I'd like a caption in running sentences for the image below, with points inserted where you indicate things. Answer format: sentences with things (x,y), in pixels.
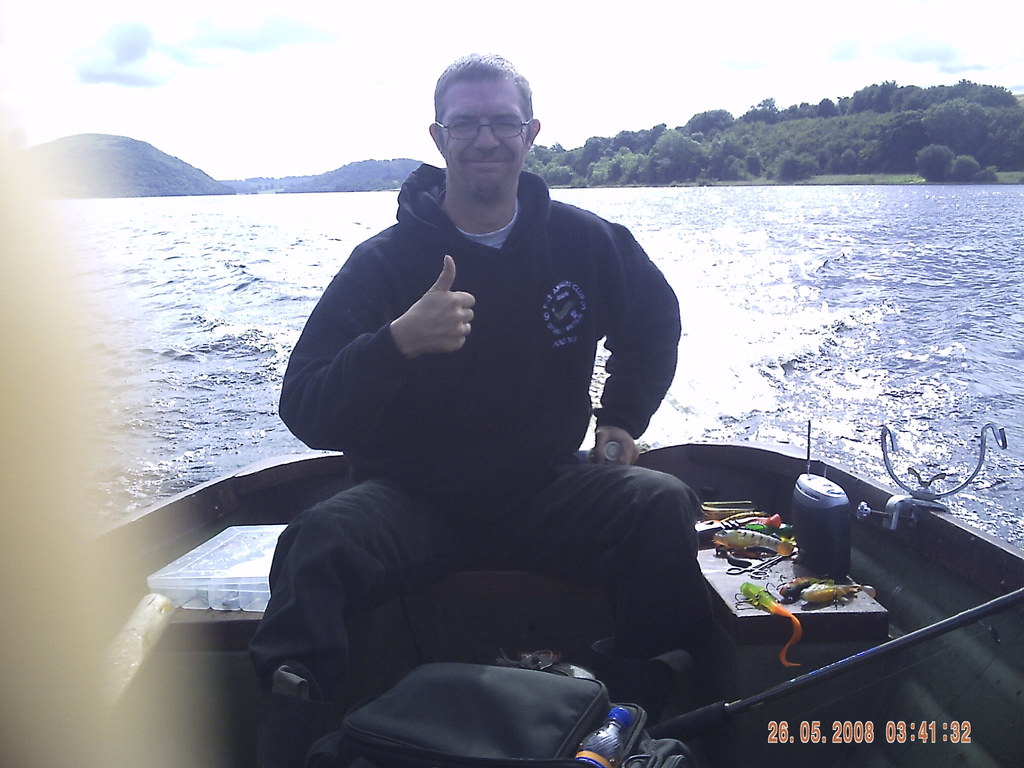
In this image we can see a person (403,574) sitting in the boat (446,617), also we can see the bag (469,667) and some other objects (831,511), there are some mountains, water (731,213) and trees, in the background (347,89), we can see the sky (390,89) with clouds (390,89).
